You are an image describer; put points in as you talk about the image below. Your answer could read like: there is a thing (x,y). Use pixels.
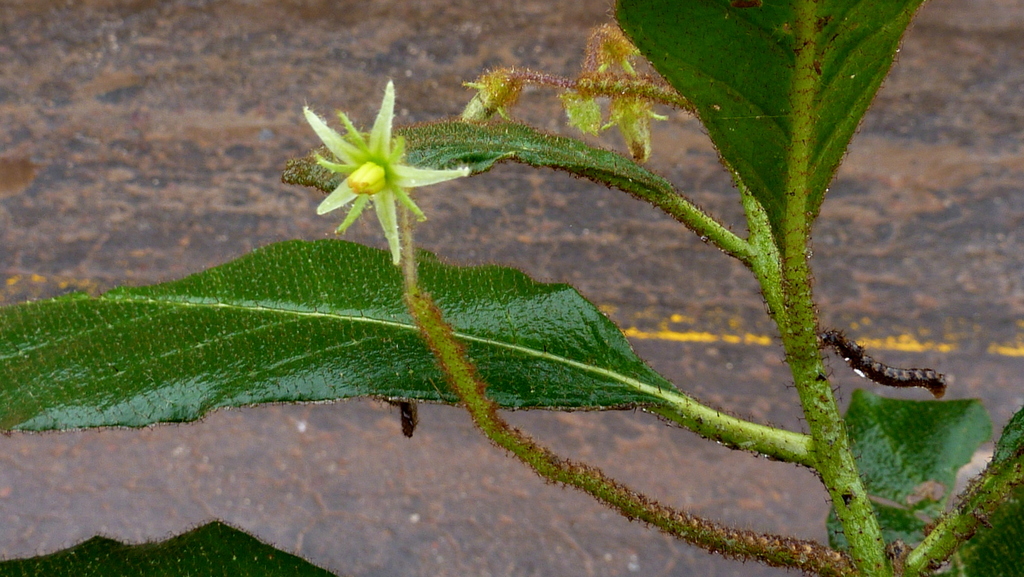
Here we can see a plant (399,255) with flower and there are two insects (402,417) on it.
